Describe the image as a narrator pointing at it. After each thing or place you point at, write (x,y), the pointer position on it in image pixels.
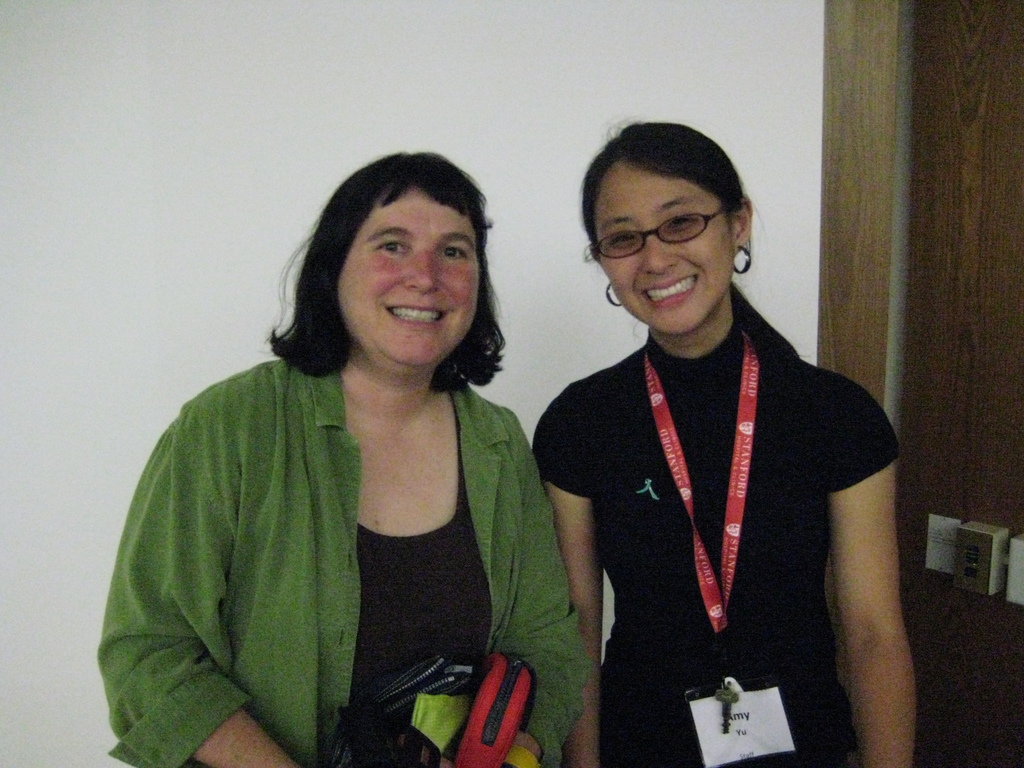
In the center of the image (344,268) there are two ladies (549,411). In the background of the image (496,48) there is wall (227,106).
